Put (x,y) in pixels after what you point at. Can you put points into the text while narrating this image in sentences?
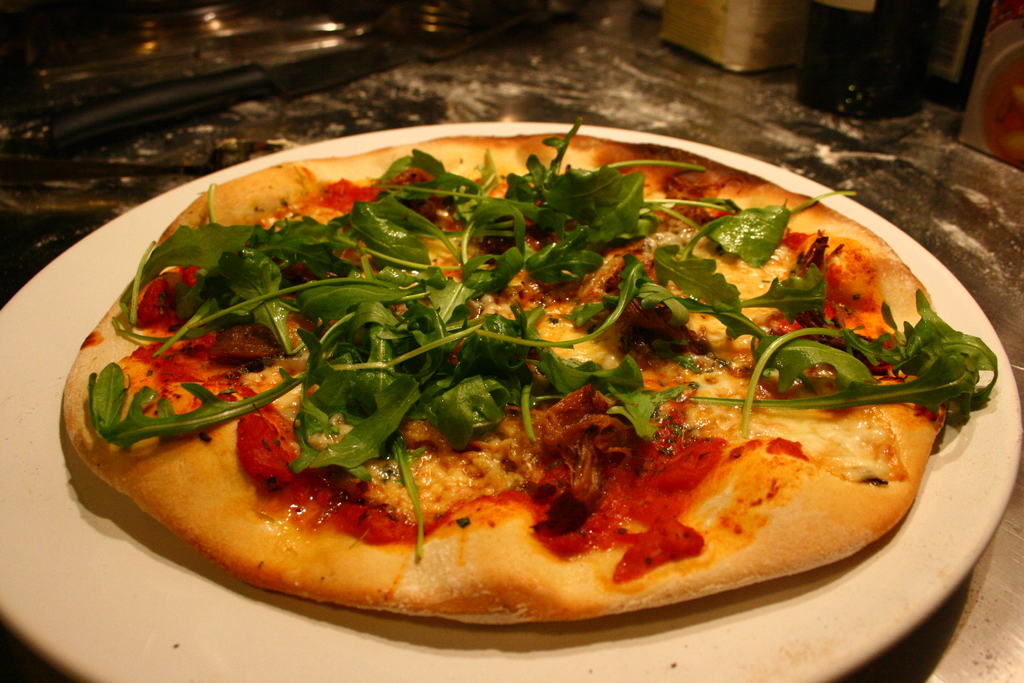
In the foreground of this image (531,544), there is a pizza (588,539) with green leaves (363,337) on it is on a platter (785,630). At the top (872,80), there is a knife (250,79) and few objects (819,25) on the surface (586,100).
